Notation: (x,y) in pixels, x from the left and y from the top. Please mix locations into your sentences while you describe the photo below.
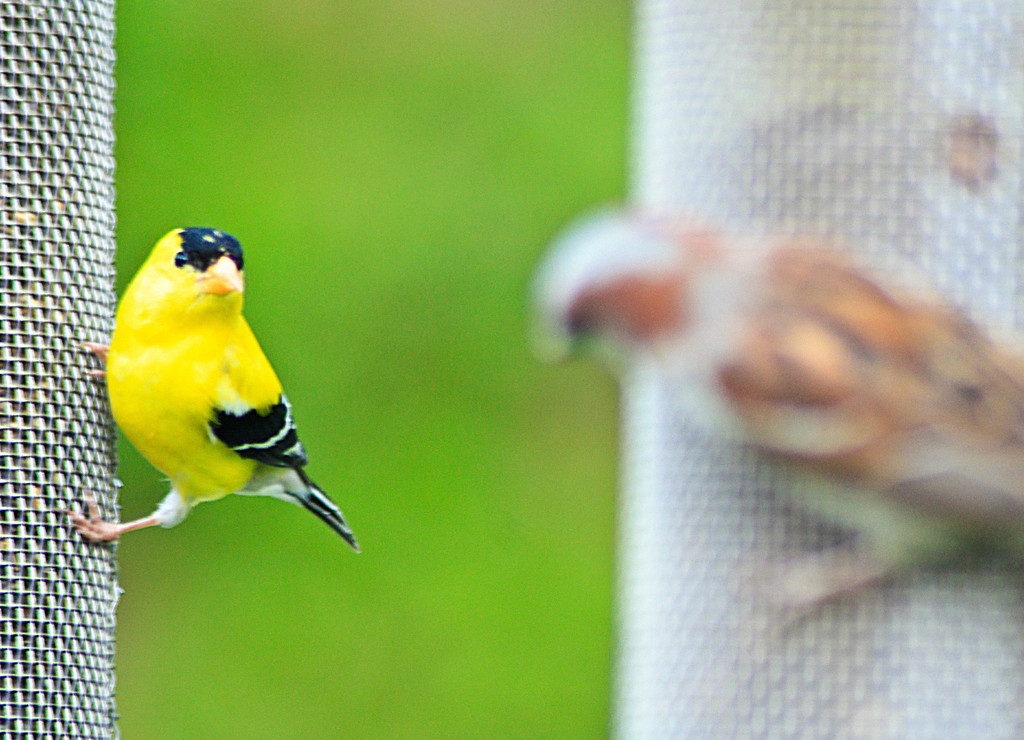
In this image I can see a bird (150,402) which is yellow, black, white and orange in color on the grey colored object (83,233). I can see another bird (744,355) which is brown and cream in color. I can see the blurry background (386,149) which is green in color.
